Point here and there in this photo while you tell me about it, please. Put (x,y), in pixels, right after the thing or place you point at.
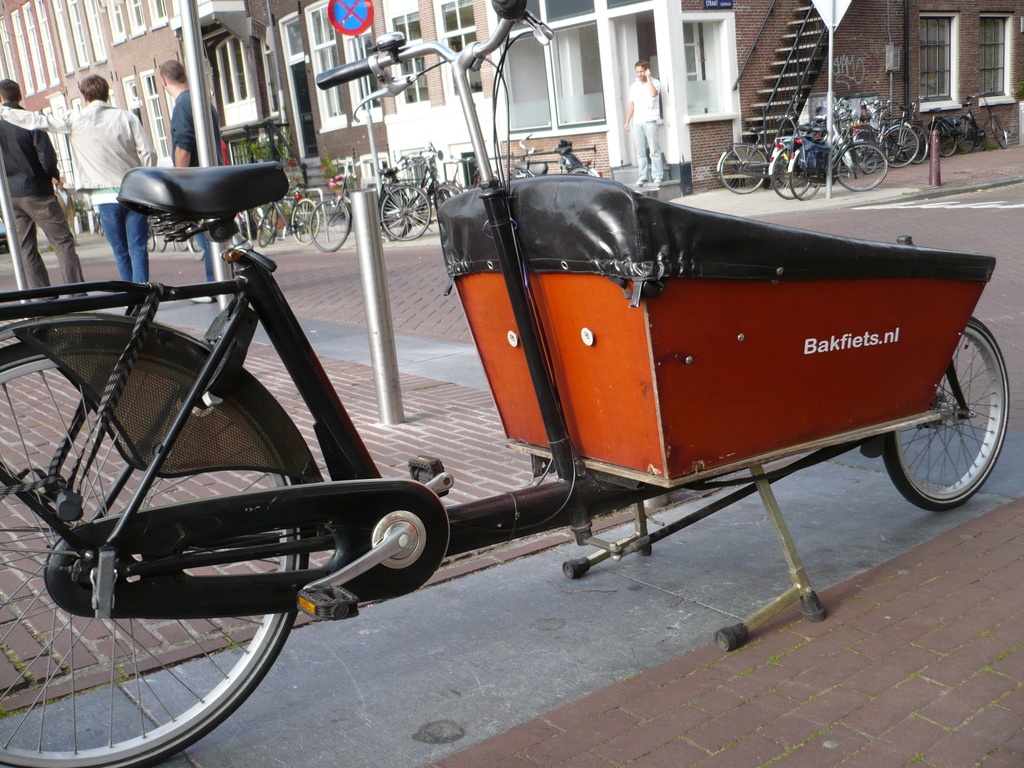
This picture is clicked outside. In the foreground (88,332) we can see a vehicle (183,192) parked on the pavement (436,607) and we can see the group of persons (39,164) standing on the ground (709,202) and we can see the group of vehicles (397,179) parked on the ground (730,197). In the background (614,50) we can see the buildings (625,33), windows (243,51) of the buildings (722,49) and boards (361,0) attached to the poles (365,85) and the staircase (800,20), handrail (796,66) and some other objects (259,136).
